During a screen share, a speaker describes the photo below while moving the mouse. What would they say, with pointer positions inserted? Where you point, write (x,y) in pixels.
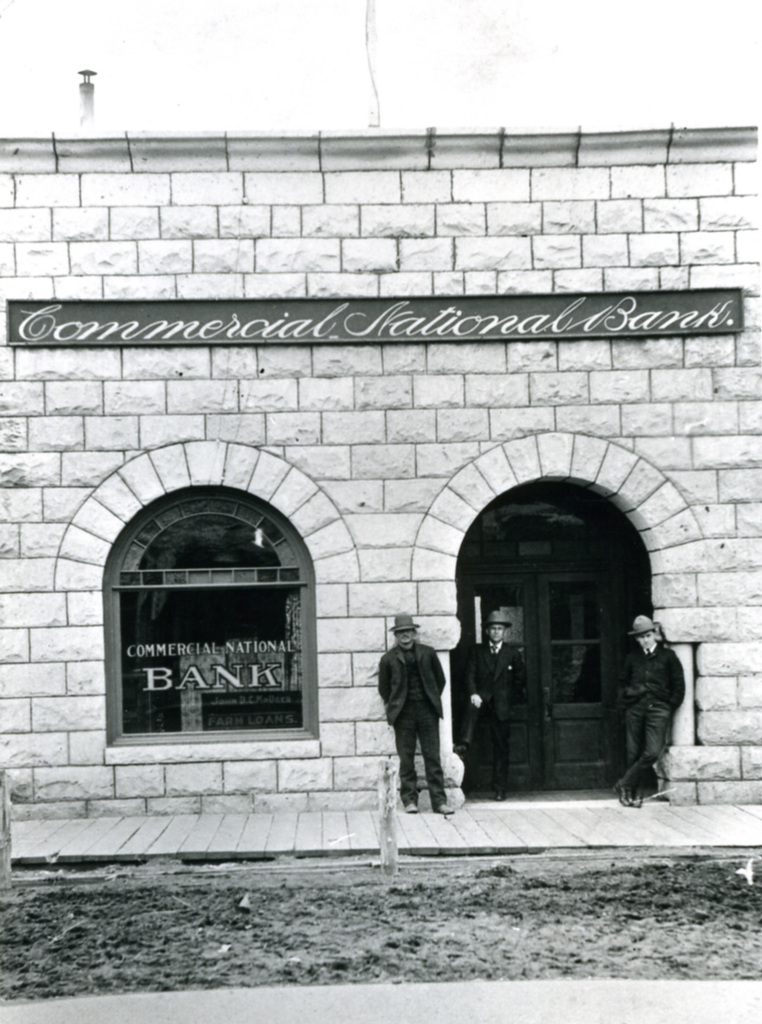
In this image I can see the black and white picture in which I can see the ground (388,918), the building (580,655) and few persons (489,716) standing. In the background (443,41) I can see the sky (321,68).
